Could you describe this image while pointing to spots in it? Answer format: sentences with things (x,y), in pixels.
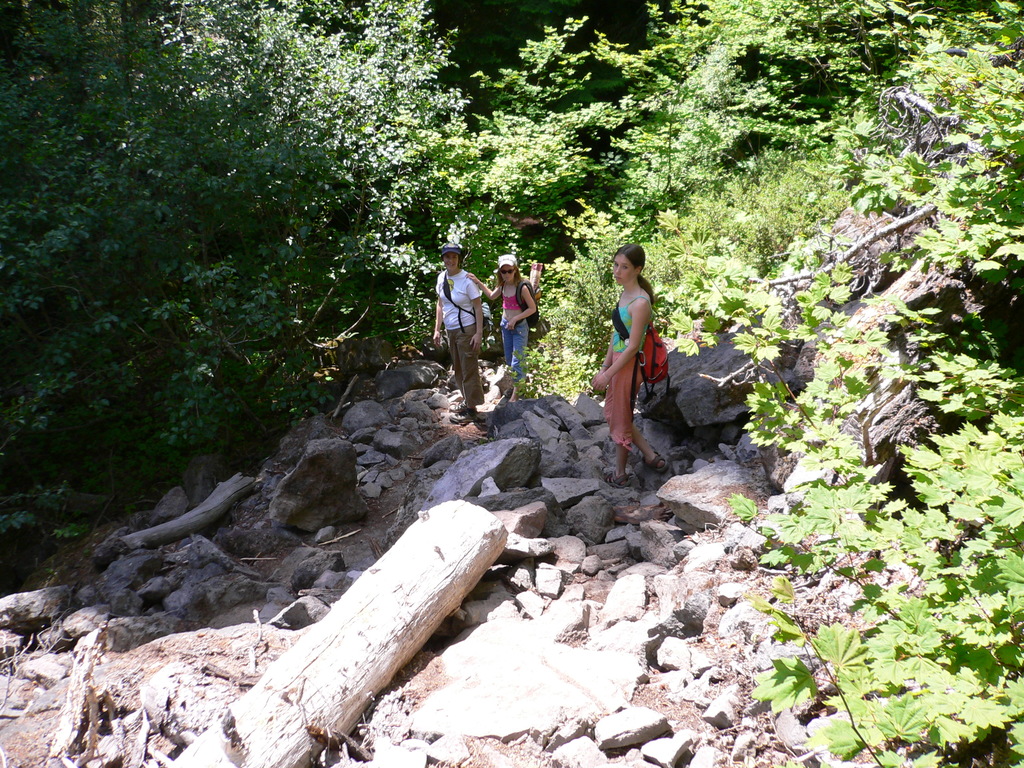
In this picture we can see there are three people (453,326) standing and in front of the people (469,319) there are rocks (535,459) and wooden logs (360,626). Behind the people (508,277) there are trees (813,118).
